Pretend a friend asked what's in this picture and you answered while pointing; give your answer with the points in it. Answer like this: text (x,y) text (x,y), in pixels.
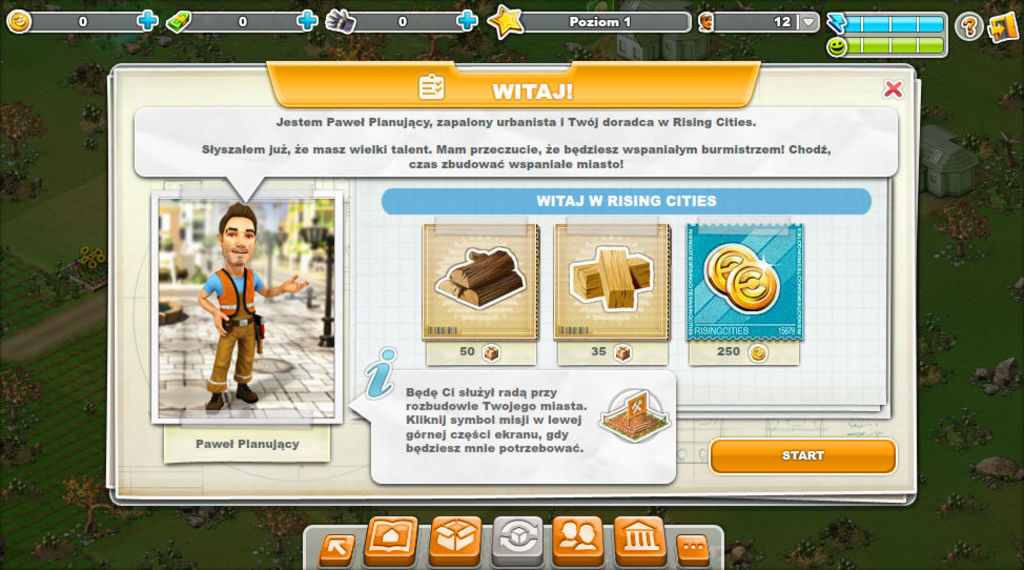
In this picture we can see a poster (516,74). In the left (227,325) there is a man (209,294) wearing jacket (234,285), t-shirt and shoes (216,397), standing near to the street light (326,291). In the background (293,225) we can see buildings (176,233). Here we can see wood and other objects (692,302).
